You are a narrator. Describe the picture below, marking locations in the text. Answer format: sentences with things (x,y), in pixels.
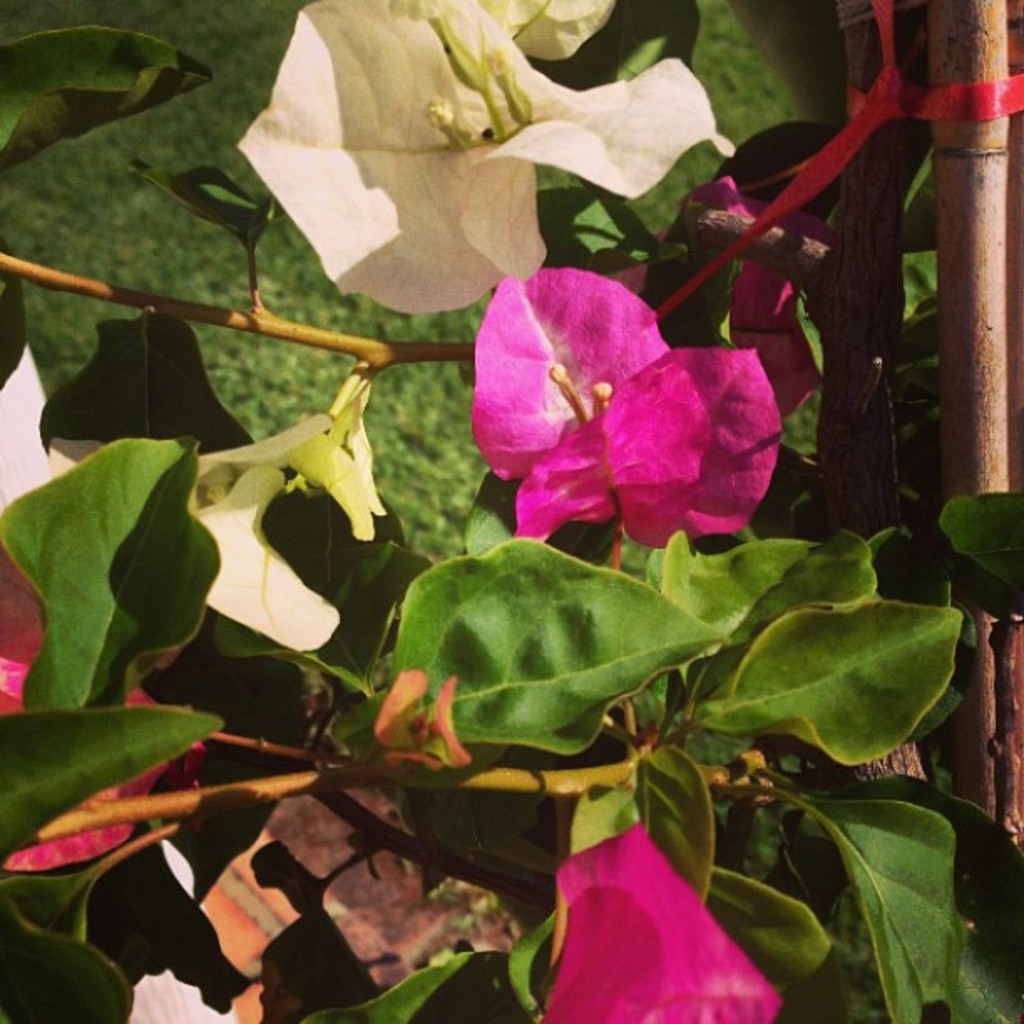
In this image I can see a tree (567,622) which is green and brown in color and I can see few flowers (700,372) to the tree (535,667) which are cream and pink in color and I can see a red colored rope (964,110) tied to the tree (883,132).
